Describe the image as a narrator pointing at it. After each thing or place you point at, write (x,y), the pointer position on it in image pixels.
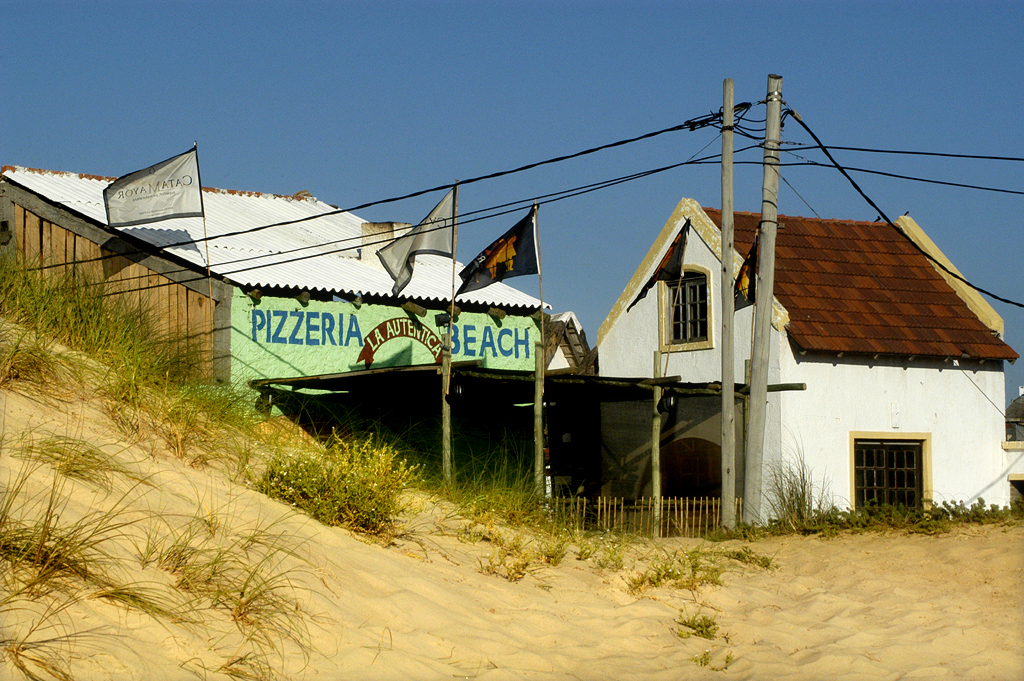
In this image there are two houses (524,317). Image also consists of flags (509,233) and electrical poles (732,146) with wires (747,137). At the top (673,136) there is sky (609,114) and at the bottom (482,585) there is sand (455,629) with grass (82,366).
